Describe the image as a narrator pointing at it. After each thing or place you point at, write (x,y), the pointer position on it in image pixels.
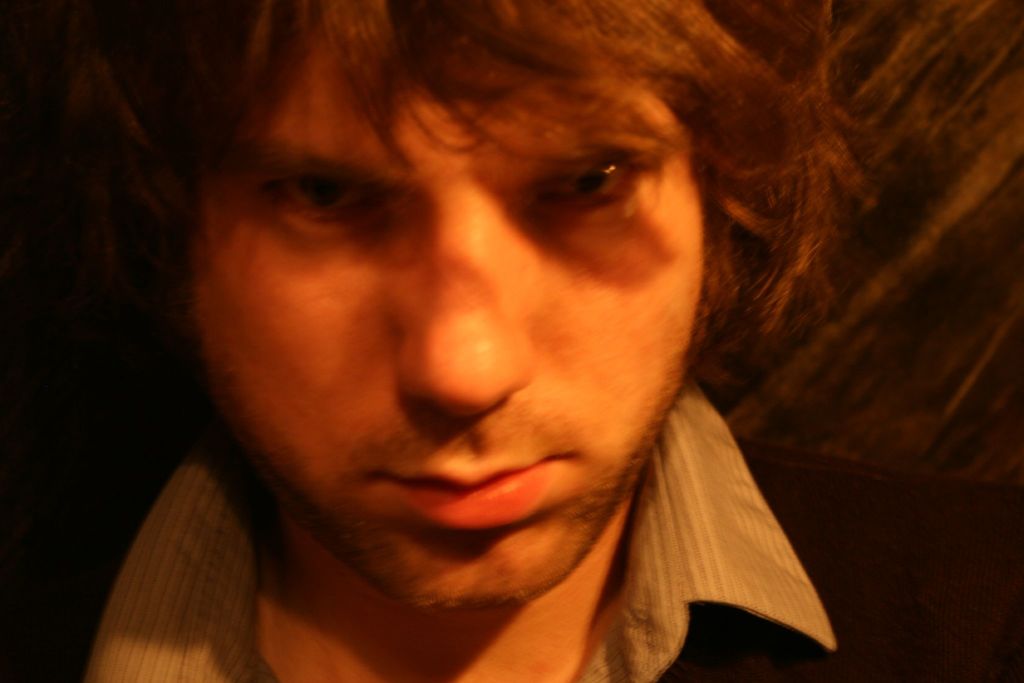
This image consists of a person (400,373). He is the man (560,428). Only the face (468,419) is visible. He has eyes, nose (476,397), mouth (506,490), hair (144,206).
